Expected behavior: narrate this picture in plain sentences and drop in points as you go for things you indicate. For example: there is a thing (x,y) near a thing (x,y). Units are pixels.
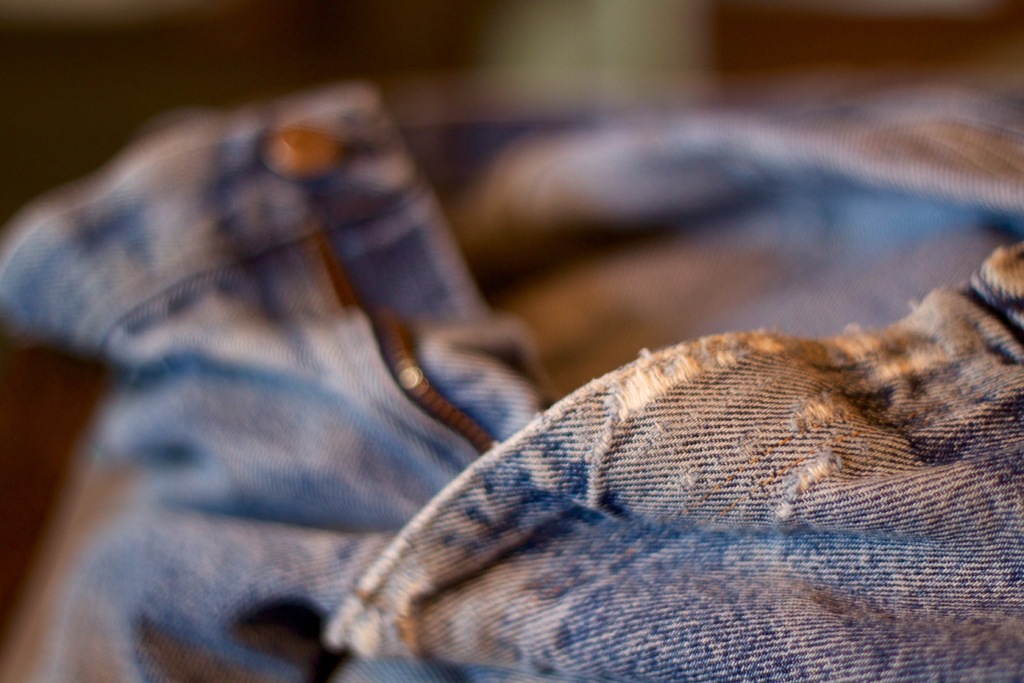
In the image we can see a jeans (440,142). Background of the image (9,2) is blur.
